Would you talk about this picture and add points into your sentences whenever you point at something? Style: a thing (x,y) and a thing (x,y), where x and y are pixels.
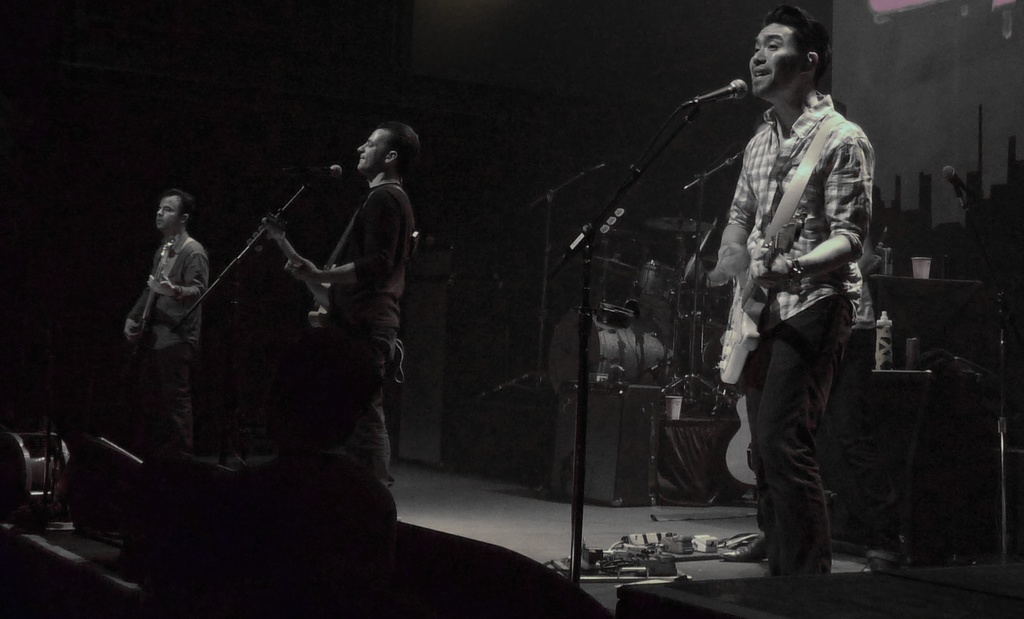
On the stage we can see 3 persons (360,291) holding guitar (316,318) and playing. There is a microphone (699,100). In the background (642,301) we can see musical instruments (647,342).
